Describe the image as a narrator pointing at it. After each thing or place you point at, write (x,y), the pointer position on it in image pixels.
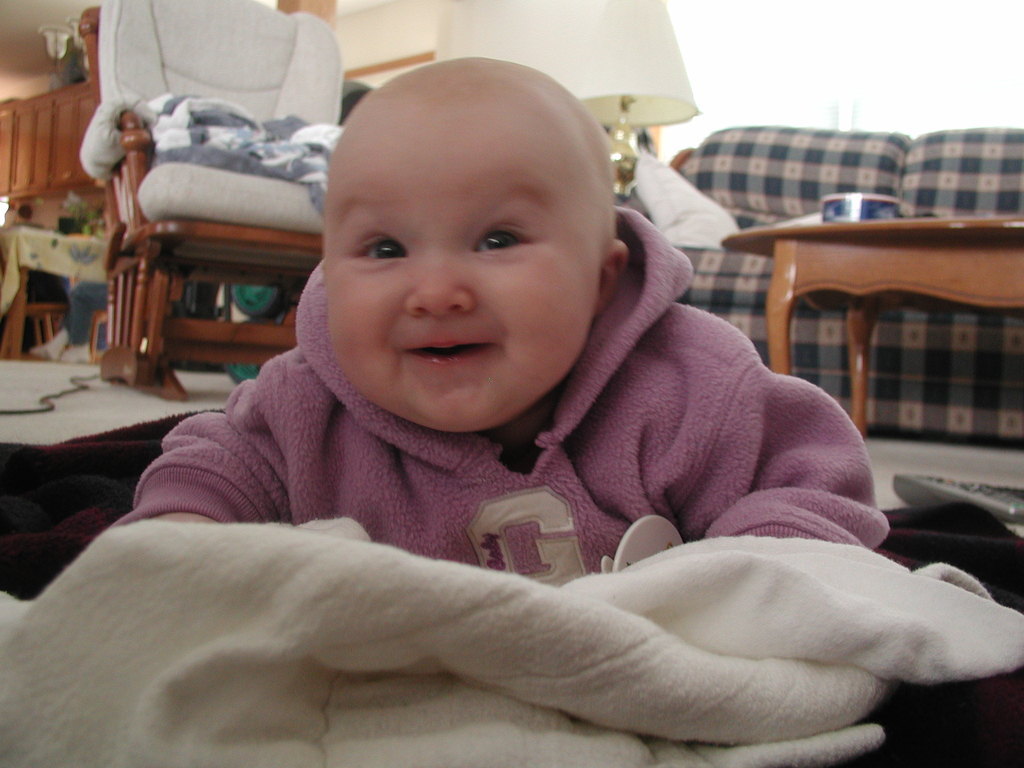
This picture is taken inside the house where a boy (587,416) is seeing smiling. In the background (616,99) there is a chair (239,78), sofa (813,168), center table (946,248), lamp (629,105), wardrobe (66,175), table (58,248). On the floor (62,397) there is a wire (35,410) and blankets (114,583) around the kid (503,368).
